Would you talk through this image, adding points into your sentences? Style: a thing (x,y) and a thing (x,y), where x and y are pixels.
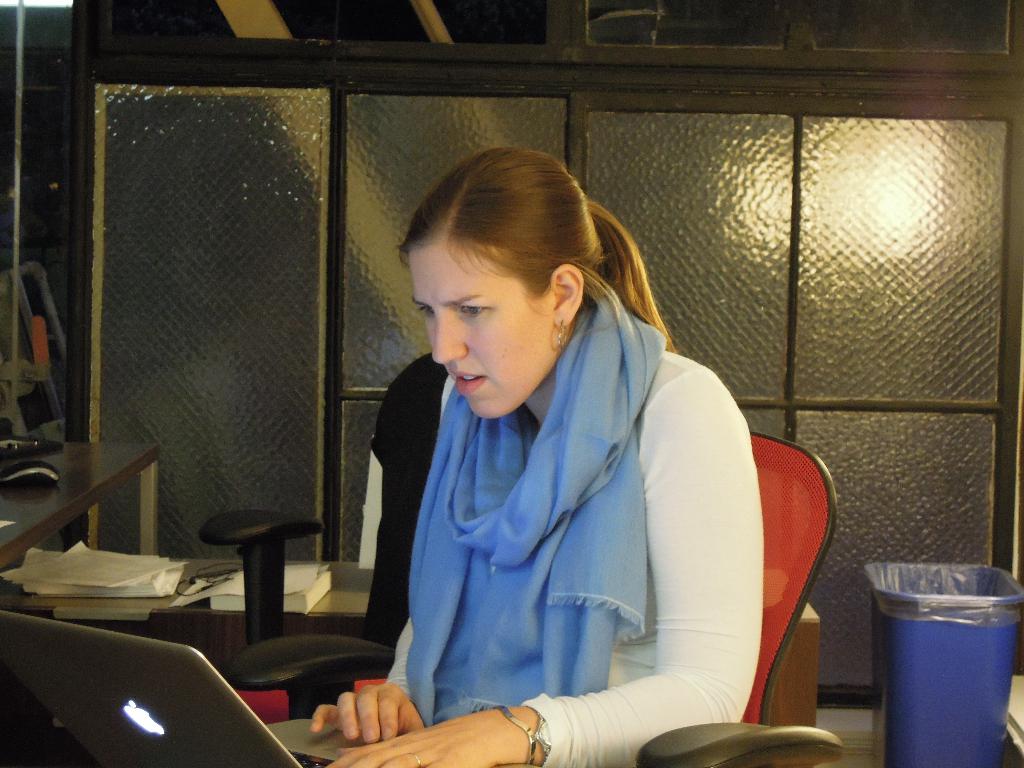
She is sitting on a chair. She look at her laptop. We can see the background cupboard (216,388), dustbin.
